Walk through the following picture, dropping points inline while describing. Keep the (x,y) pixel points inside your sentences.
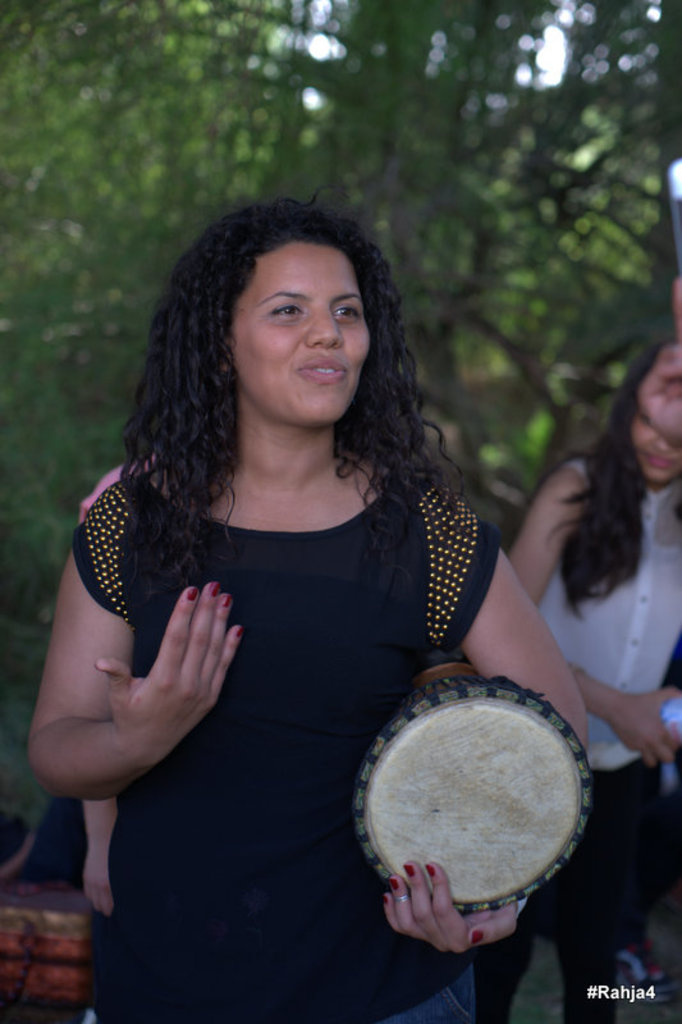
In this image there is a women (270,837) with black dress (259,604), she is holding a musical instrument (463,751) and she is smiling, at the back (237,107) there is a tree (425,112).
